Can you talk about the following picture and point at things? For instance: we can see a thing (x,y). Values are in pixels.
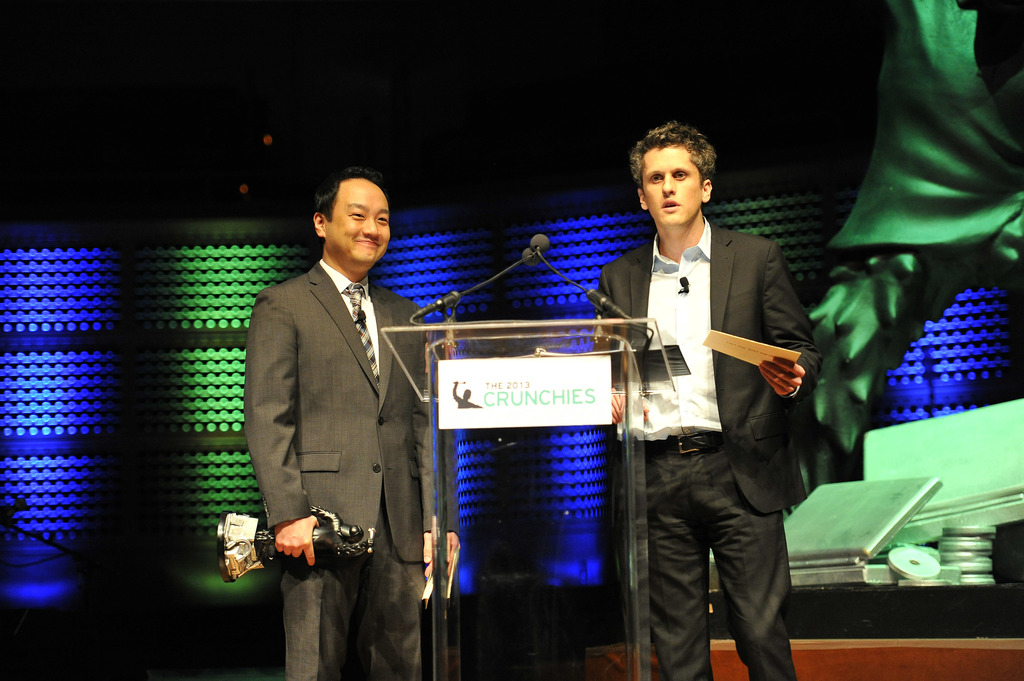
In the center of the image (510,381) we can see a podium (505,320) with the mics (541,251). We can also see a man (373,203) standing and smiling and also holding an award (240,555). There is also a man (643,402) holding the paper (714,342) and standing. In the background (159,400) we can see the design wall (568,225), lights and we can see some objects (975,272) on the right (841,285).
